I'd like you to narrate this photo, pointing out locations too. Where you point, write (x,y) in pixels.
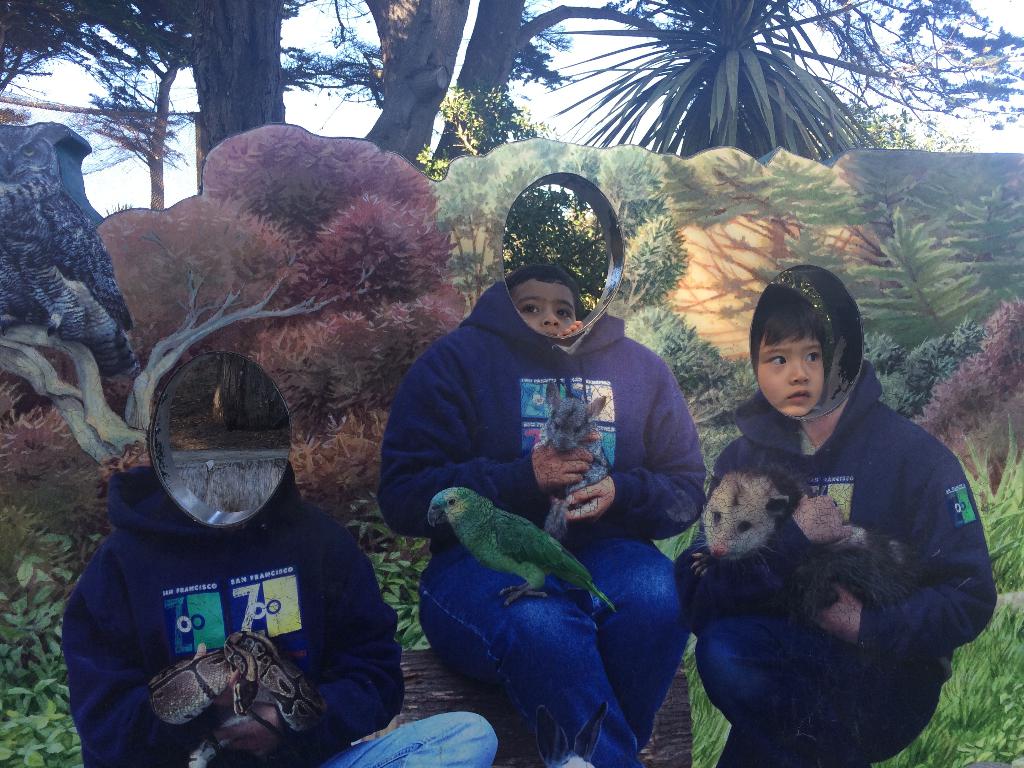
In this image, we can see a cardboard cutout (852,199) contains depiction (717,515) of persons (207,591), animals (172,674), trees (809,169), plants (311,271) and parrot (438,521). There are kids faces (804,414) in the middle of the image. There are trees (794,81) at the top of the image (321,54).
